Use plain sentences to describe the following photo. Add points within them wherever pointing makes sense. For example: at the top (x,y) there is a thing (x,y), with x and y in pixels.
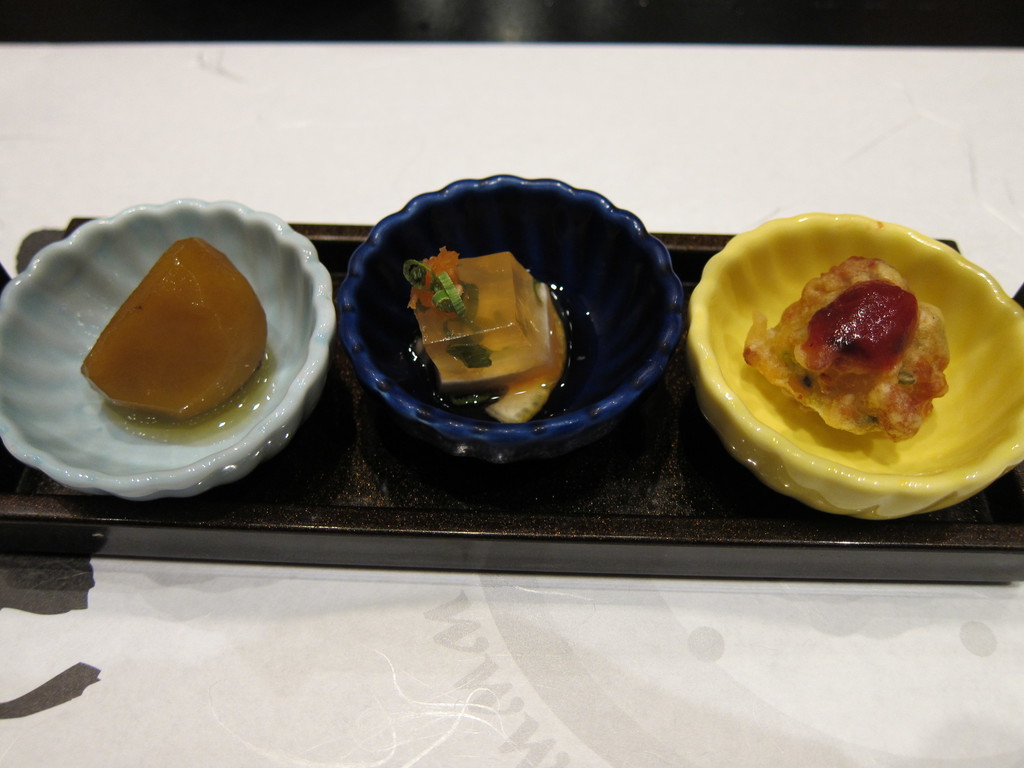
In this image there are three appetizers (481,298) in three different bowls (403,296), which are in white, blue and yellow in color on the black color plate (330,250), which is on the table (986,147).
